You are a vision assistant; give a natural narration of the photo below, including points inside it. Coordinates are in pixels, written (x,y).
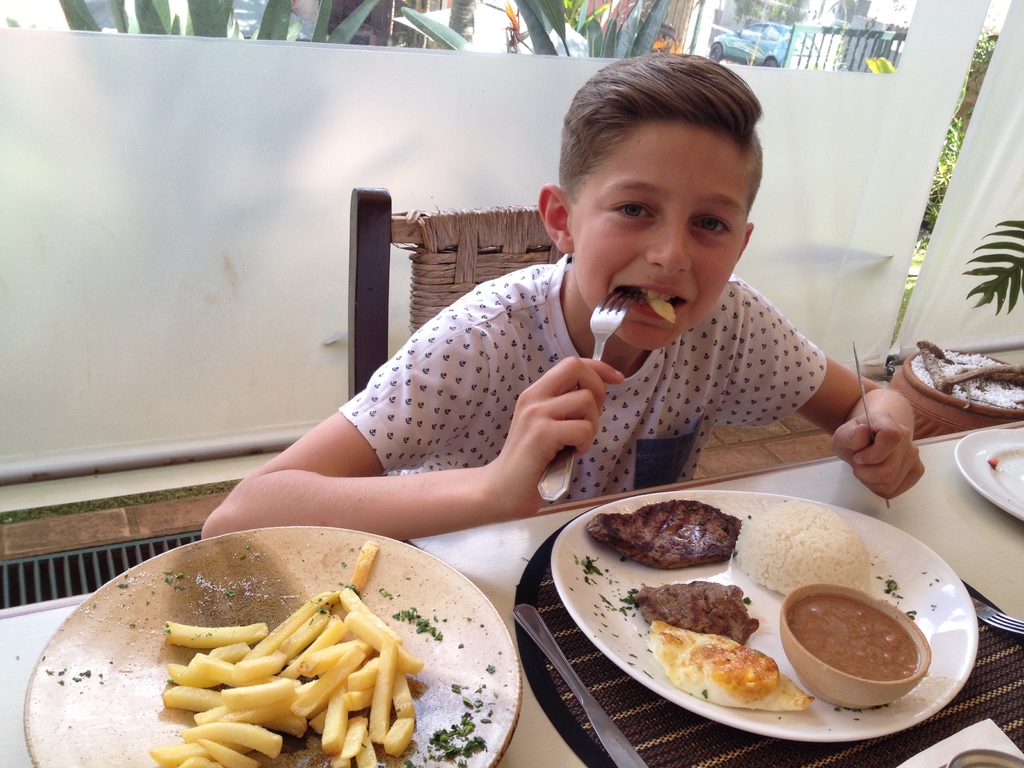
There are plates (117,695) on a table (1008,602) which contains food items (851,664). There is a fork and knife (612,748). A boy (709,433) is eating with a fork (562,459) and holding a knife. There is a white curtain (866,199) and plants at the back (929,111).
